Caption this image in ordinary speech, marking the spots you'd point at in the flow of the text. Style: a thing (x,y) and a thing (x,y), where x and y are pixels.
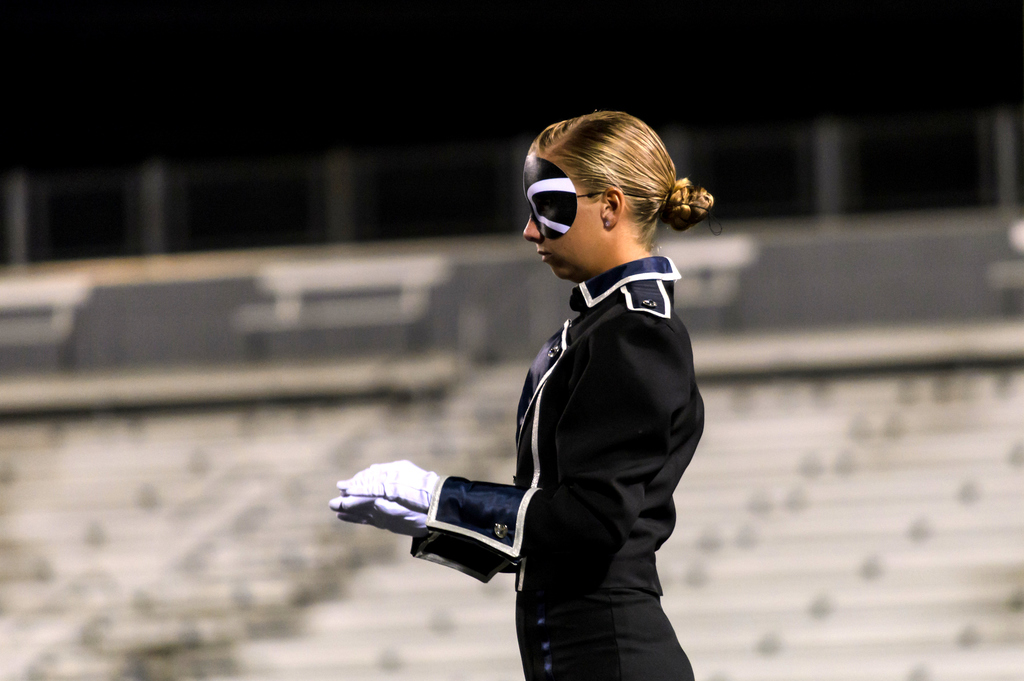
This image is taken outdoors. In this image the background (251,443) is blurry and we can see there are a few objects (867,591). They seem like empty benches (316,302) and stairs (867,633). In the middle of the image (573,433) a woman (539,472) is standing and she is with a blindfold (573,187).
